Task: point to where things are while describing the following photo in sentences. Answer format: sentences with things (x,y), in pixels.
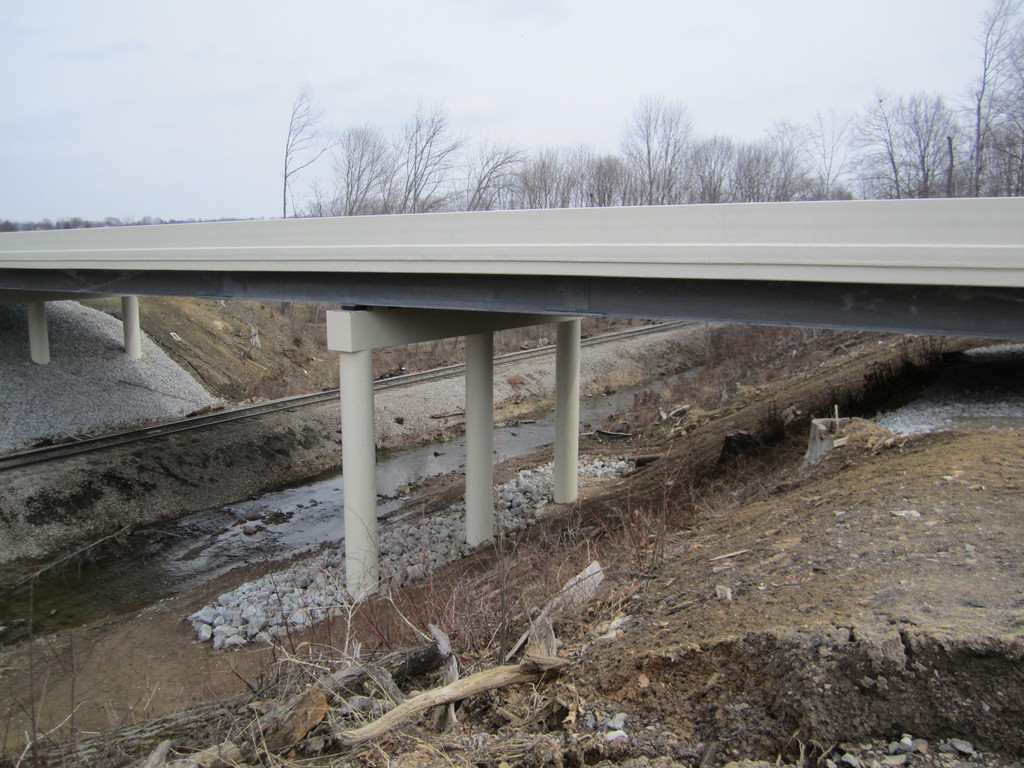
In this image there is a bridge (629,267) over the railway track (330,396), there are stones (87,330), trees (697,170), plants (620,529), wooden sticks (437,690) and the sky (142,80).
